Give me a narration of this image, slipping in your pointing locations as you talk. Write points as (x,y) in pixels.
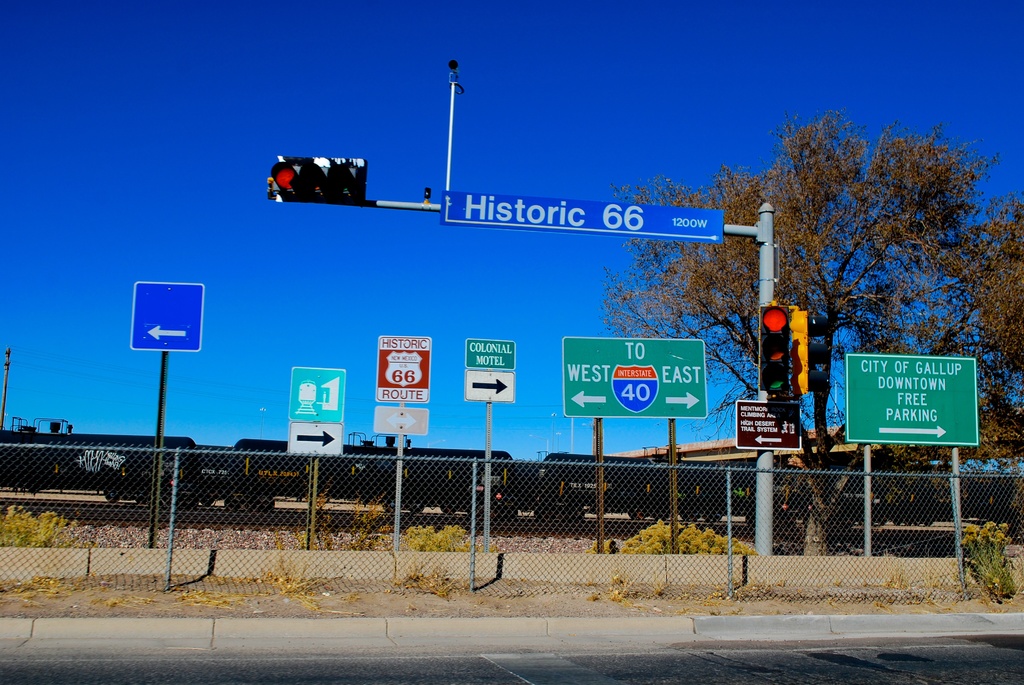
In this image there is a fence (383,549) on the pavement (151,607). Behind there are few poles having boards (962,423) attached to it. Right side (744,419) there is a pole (766,300) having few traffic lights (775,338) and boards (676,217) are attached to it. Right side (735,331) there is a tree (887,333). Behind there is a train (620,488). Top of the image (625,87) there is sky (671,87). Bottom of the image (527,670) there is a road (599,658).
